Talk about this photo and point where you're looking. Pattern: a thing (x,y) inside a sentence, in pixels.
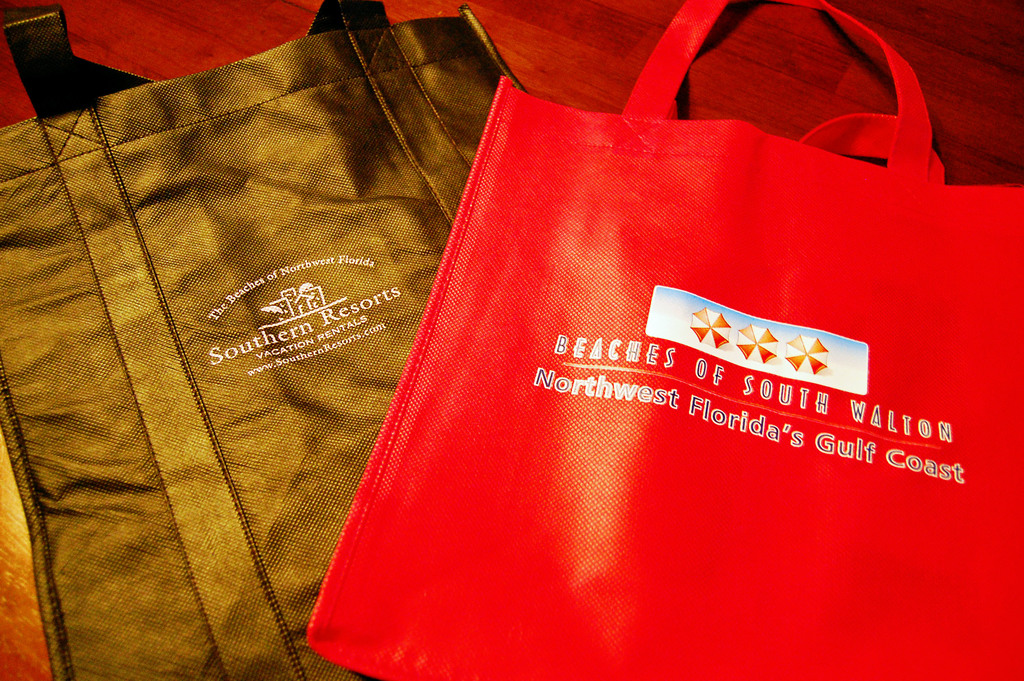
In this picture there are two cloth bags (537,164) placed on a table (586,46). The bag (488,40) to the left corner (303,144) is gold in color with black handles (48,51). There is text (269,334) and image (268,307) printed on it. In the image (311,302) there is house (313,298). The bag (603,218) to the right corner (694,193) is red in color and there is also text (830,442) and image (831,378) printed on it. In the image (771,357) there are three umbrellas (762,347).
